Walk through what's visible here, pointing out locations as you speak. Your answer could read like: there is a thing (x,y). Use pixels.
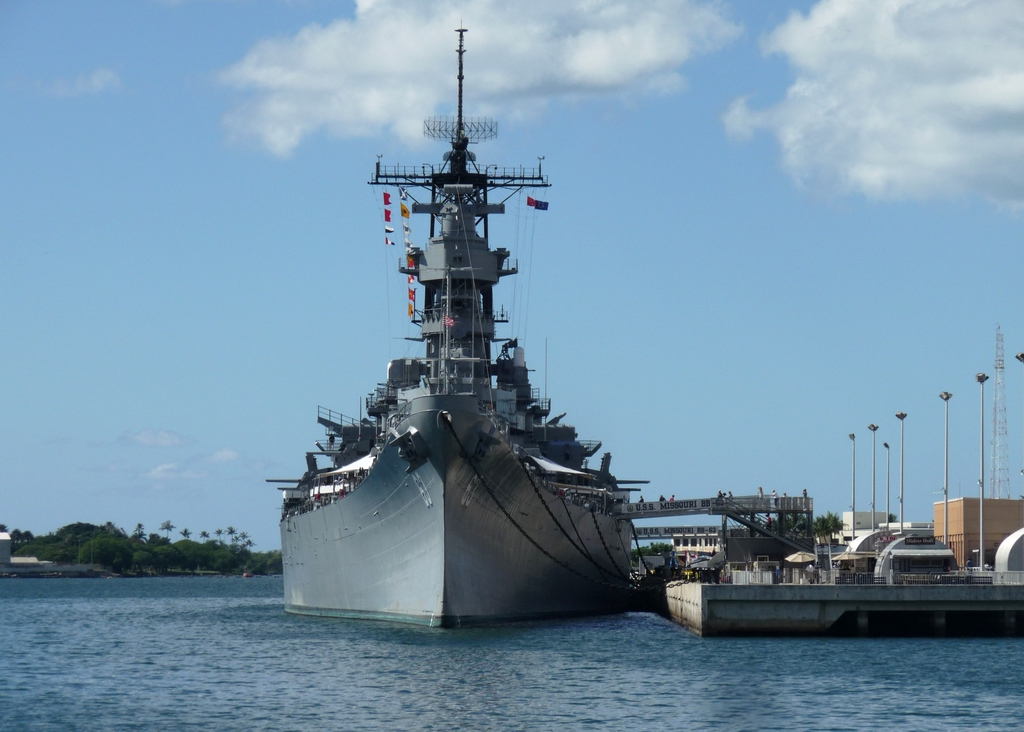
In this picture we can see a ship (451,333) on the water (298,648). On the left side of the ship (282,551) there are trees (93,550), houses (7,537) and the sky (57,524). On the right side of the ship (433,466) there are poles (983,469) and it looks like a harbor (945,515).
